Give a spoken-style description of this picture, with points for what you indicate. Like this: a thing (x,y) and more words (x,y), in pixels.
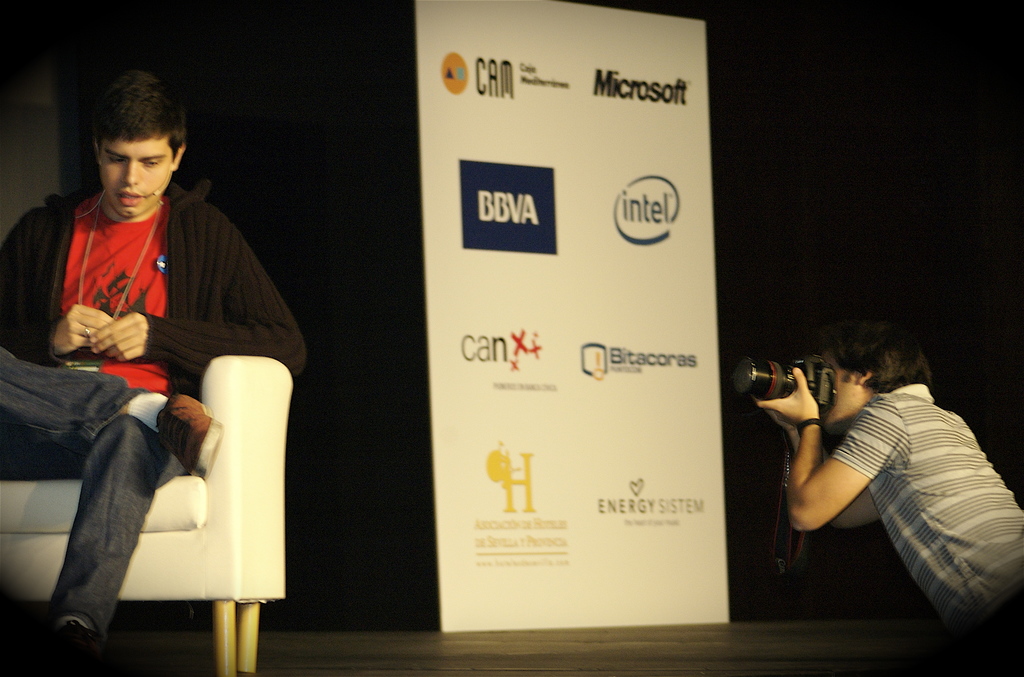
On the left side of the image (182,360) we can see a man (159,229) sitting on the couch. On the right (933,469) there is a man (928,440) holding a camera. In the center (682,243) we can see a banner (586,388).
